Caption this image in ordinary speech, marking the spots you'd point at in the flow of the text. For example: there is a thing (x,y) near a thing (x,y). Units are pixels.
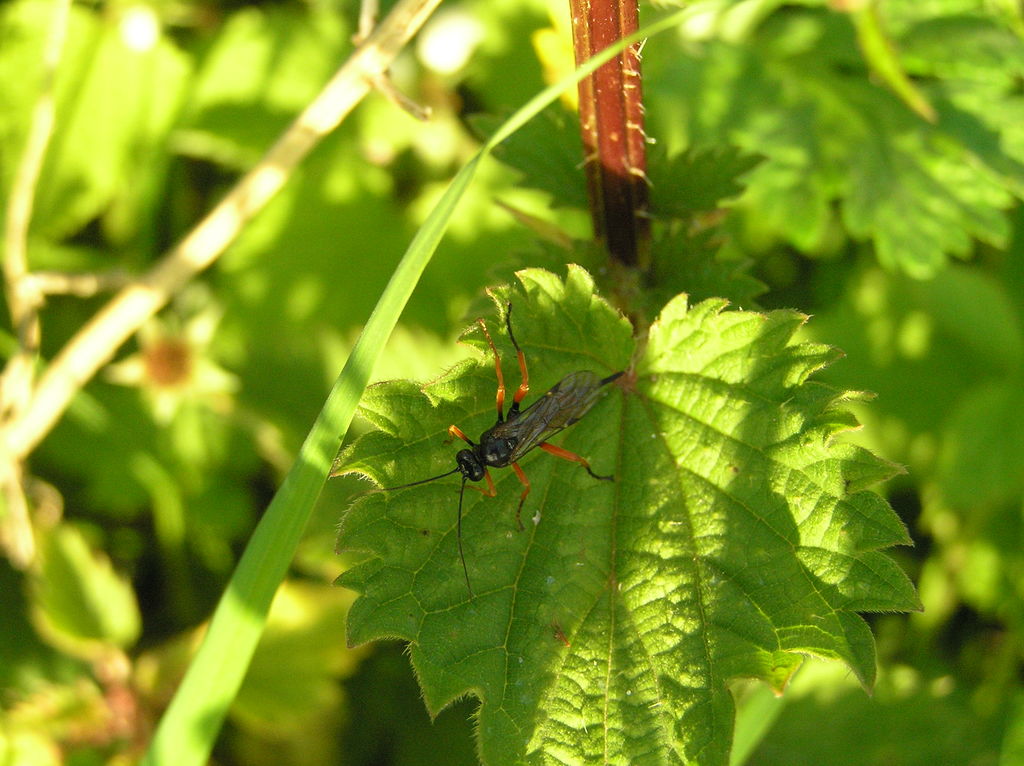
In this image, I can see an insect (547,415) on the leaf (654,557). This looks like a stem (614,159). In the background (776,178), I can see the plants (192,251) with the leaves (295,290), which are green in color.
